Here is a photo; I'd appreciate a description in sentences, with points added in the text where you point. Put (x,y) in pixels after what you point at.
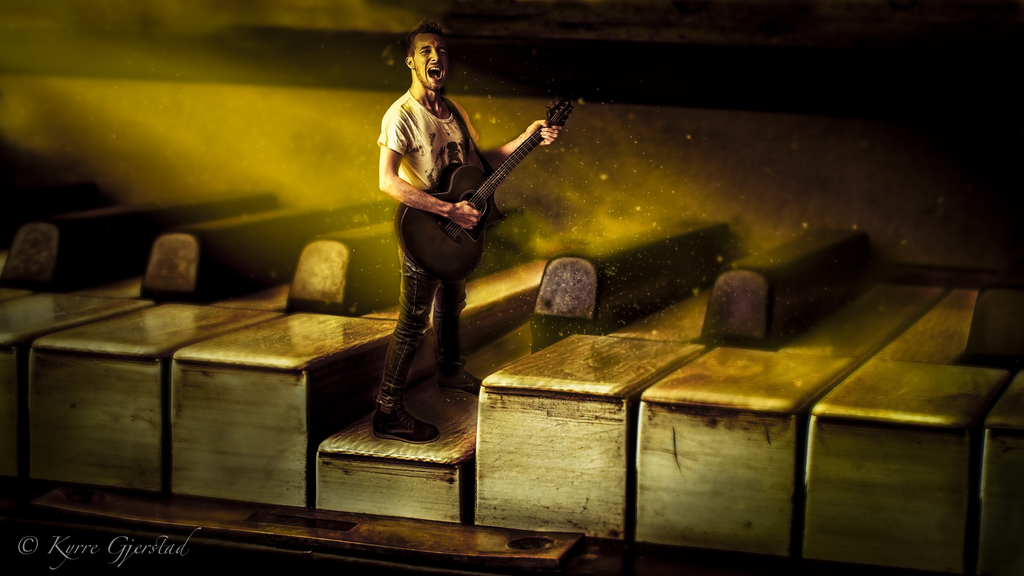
In this image, In the middle (421,316) there is a man (421,282) standing and holding a music instrument (485,184) in black color and in the right side (686,485) there are some wooden blocks (809,449) in white color.
